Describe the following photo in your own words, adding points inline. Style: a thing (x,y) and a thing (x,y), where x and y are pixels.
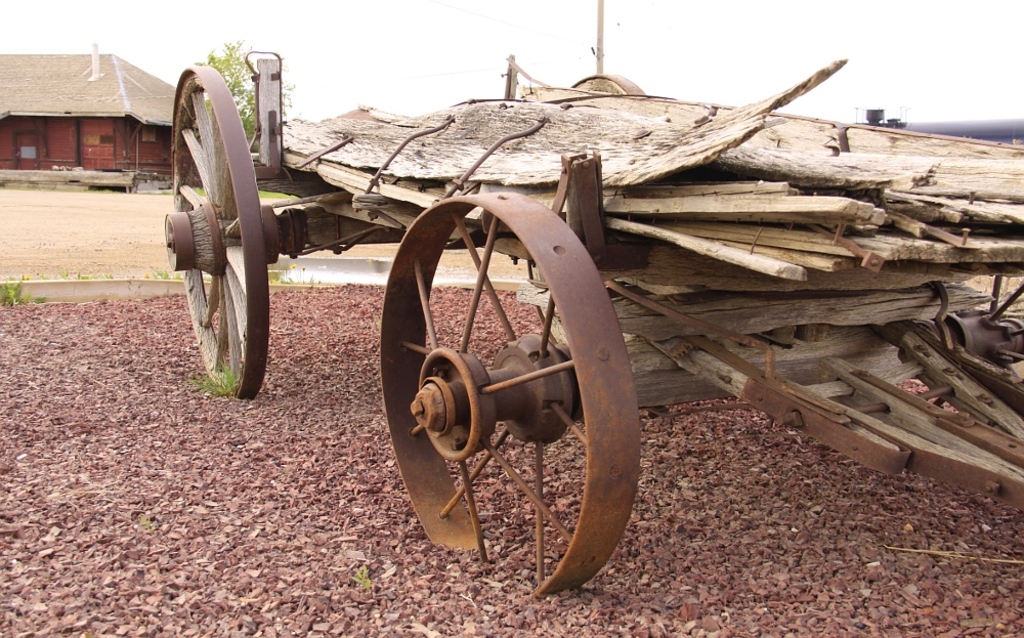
In this image in the center (664,319) there is one vehicle (367,181) and on the vehicle (788,279) there are some wooden sticks (874,301), at the bottom (338,537) there are some stones (206,443) and in the background (124,74) there is a house (124,74) and tree (251,110) and in the center (343,259) there is a walkway (126,241).
